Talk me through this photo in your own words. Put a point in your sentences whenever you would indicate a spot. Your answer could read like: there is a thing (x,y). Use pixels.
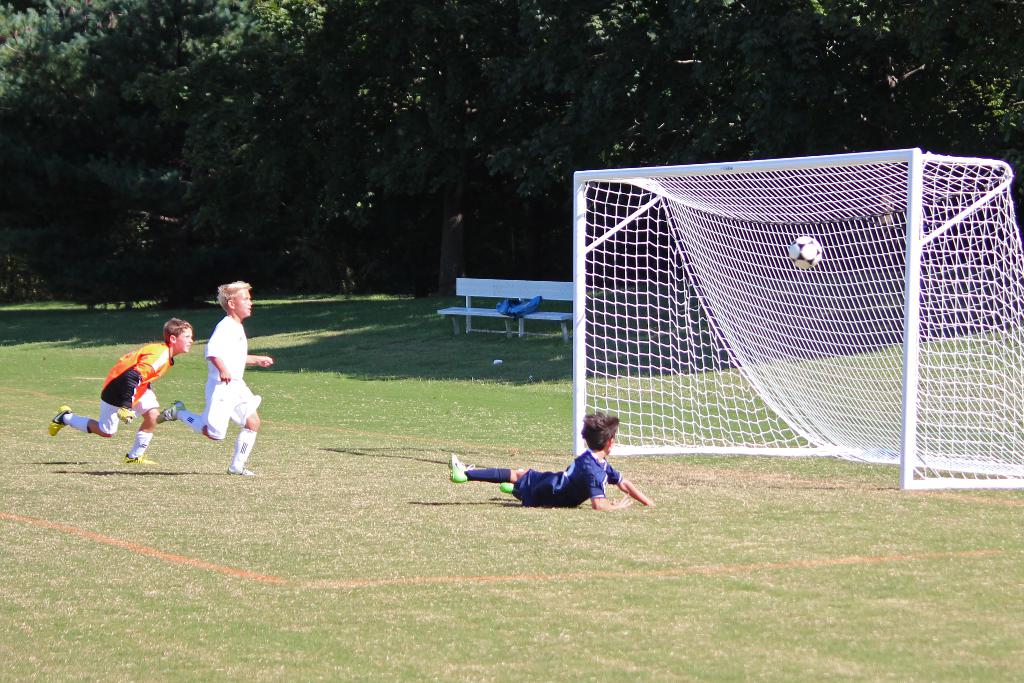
This is a ground (576,575). Here I can see three boys (258,405) are playing the football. On the right side (787,345) there is a net (869,329). Two boys (230,352) are running and one boy (577,488) is lying on the ground (603,529). In the background (467,310) there is a bench (468,297) and many trees (348,113).
